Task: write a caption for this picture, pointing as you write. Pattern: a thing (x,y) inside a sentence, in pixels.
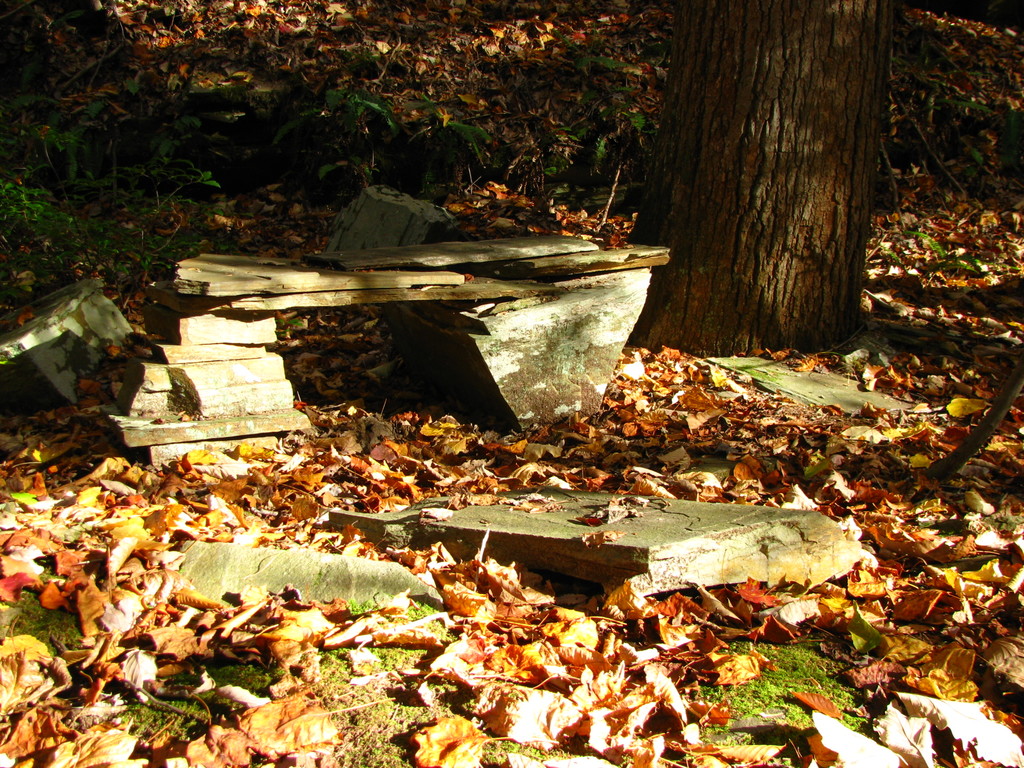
As we can see in the image, there are leaves (174,515), rocks (493,322) and tree stem (764,89) on the ground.
